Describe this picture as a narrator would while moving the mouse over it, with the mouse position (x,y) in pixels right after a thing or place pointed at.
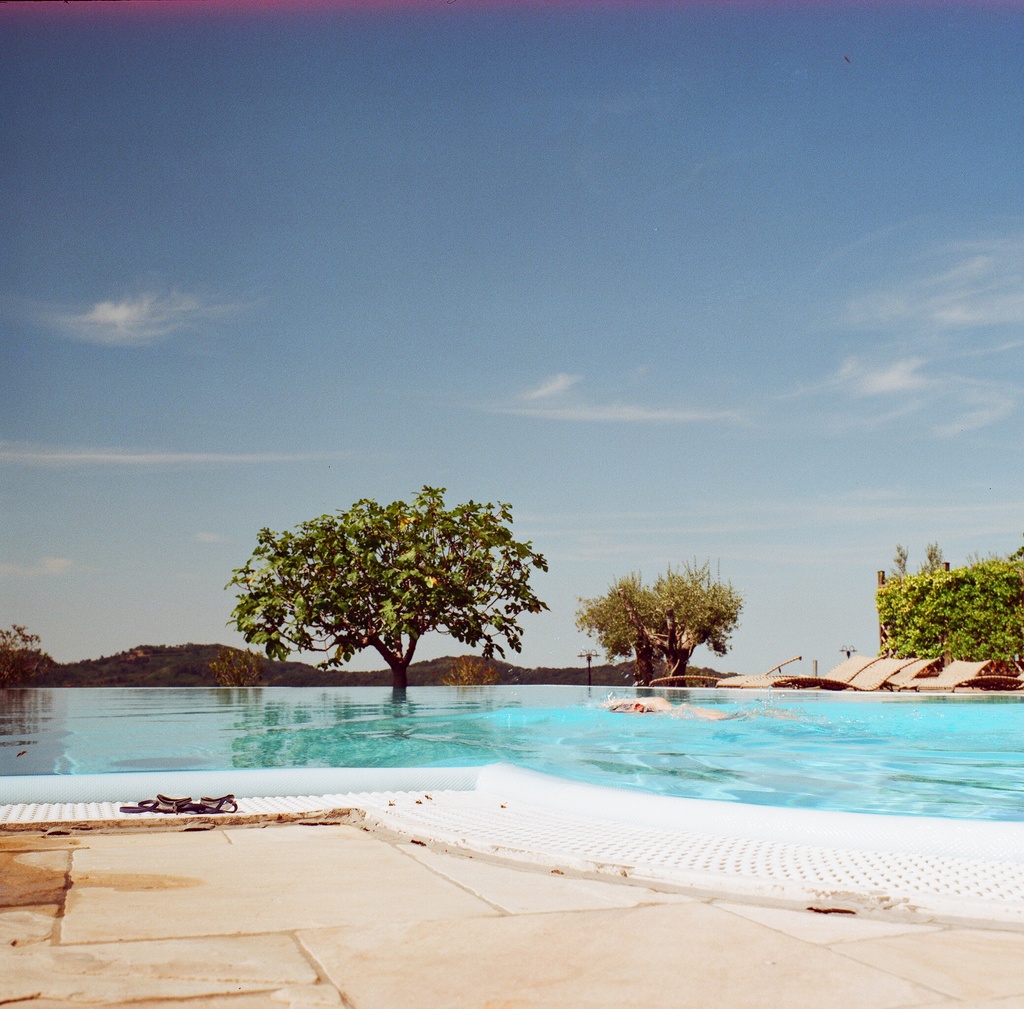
In this image we can see a person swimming in a pool (718,742). We can also see some benches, a group of trees (468,665), poles (591,675), the hills (692,667) and the sky (620,346) which looks cloudy.
